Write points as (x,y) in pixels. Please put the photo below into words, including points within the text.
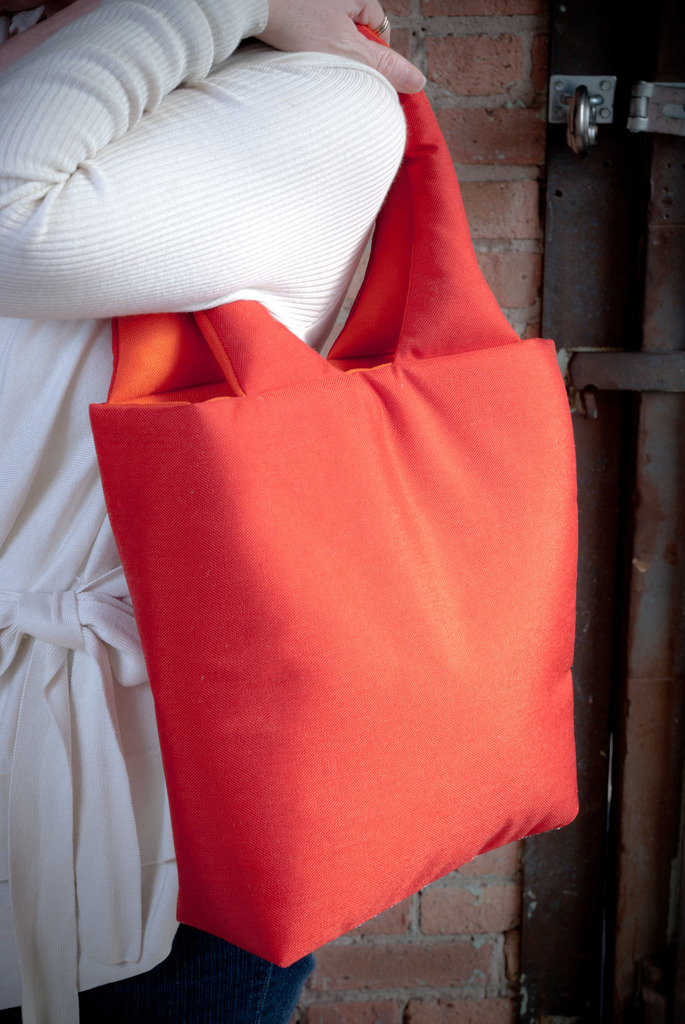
In this picture a person (104,607) carrying a orange bag (271,664) wearing a white top (74,320) and blue jeans (188,988). There is a wall (400,968) behind the lady (255,971).
